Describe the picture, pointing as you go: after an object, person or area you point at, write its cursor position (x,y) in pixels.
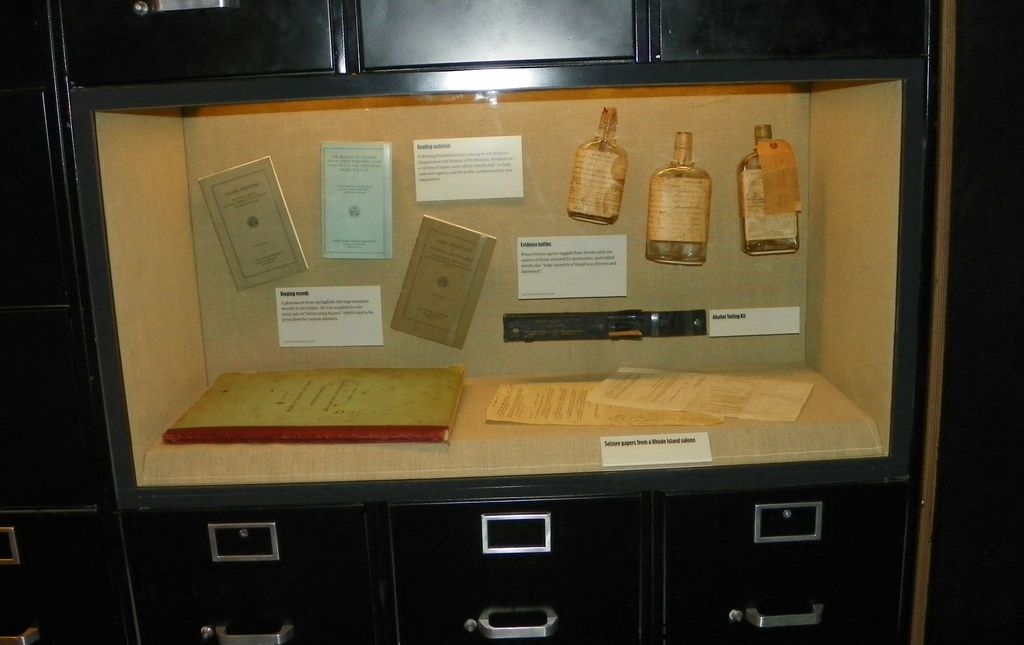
In the picture we can see cupboards (444,524) which are black in color and in the middle of it, we can see a rack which is cream in color, in it we can see some cards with some information posted in the rack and in the rack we can see a book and some papers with some information in it.
